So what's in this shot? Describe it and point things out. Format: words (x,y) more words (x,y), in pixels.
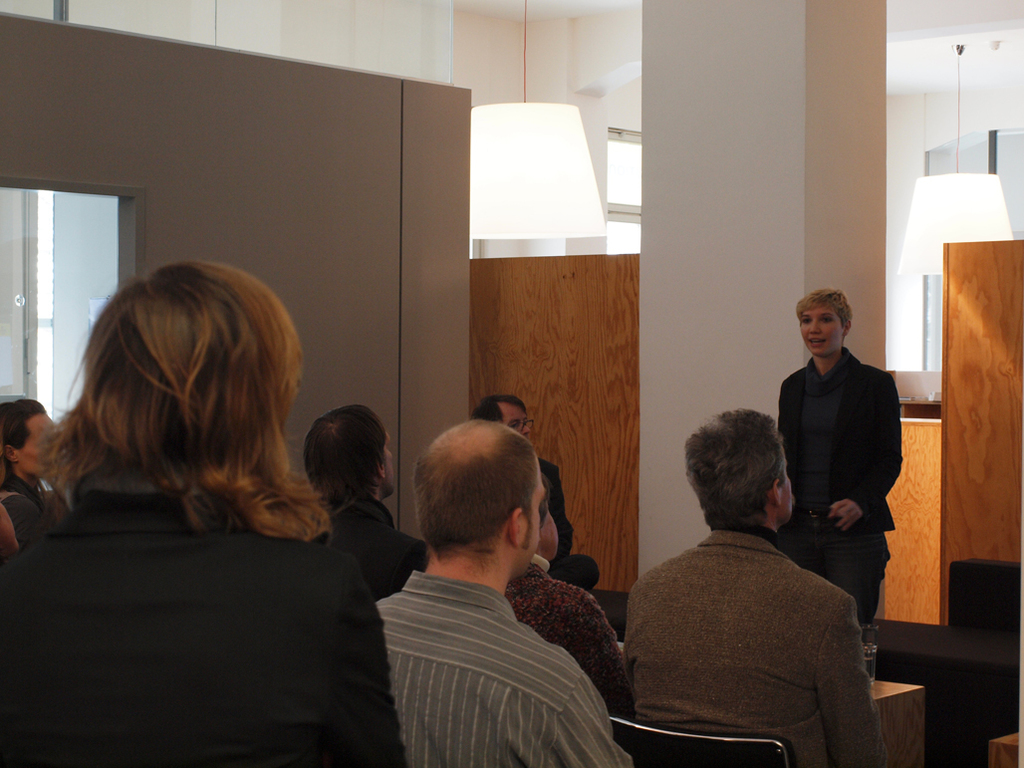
In this picture there are people (447,548) sitting and there is a person (850,422) over here standing and talking.
